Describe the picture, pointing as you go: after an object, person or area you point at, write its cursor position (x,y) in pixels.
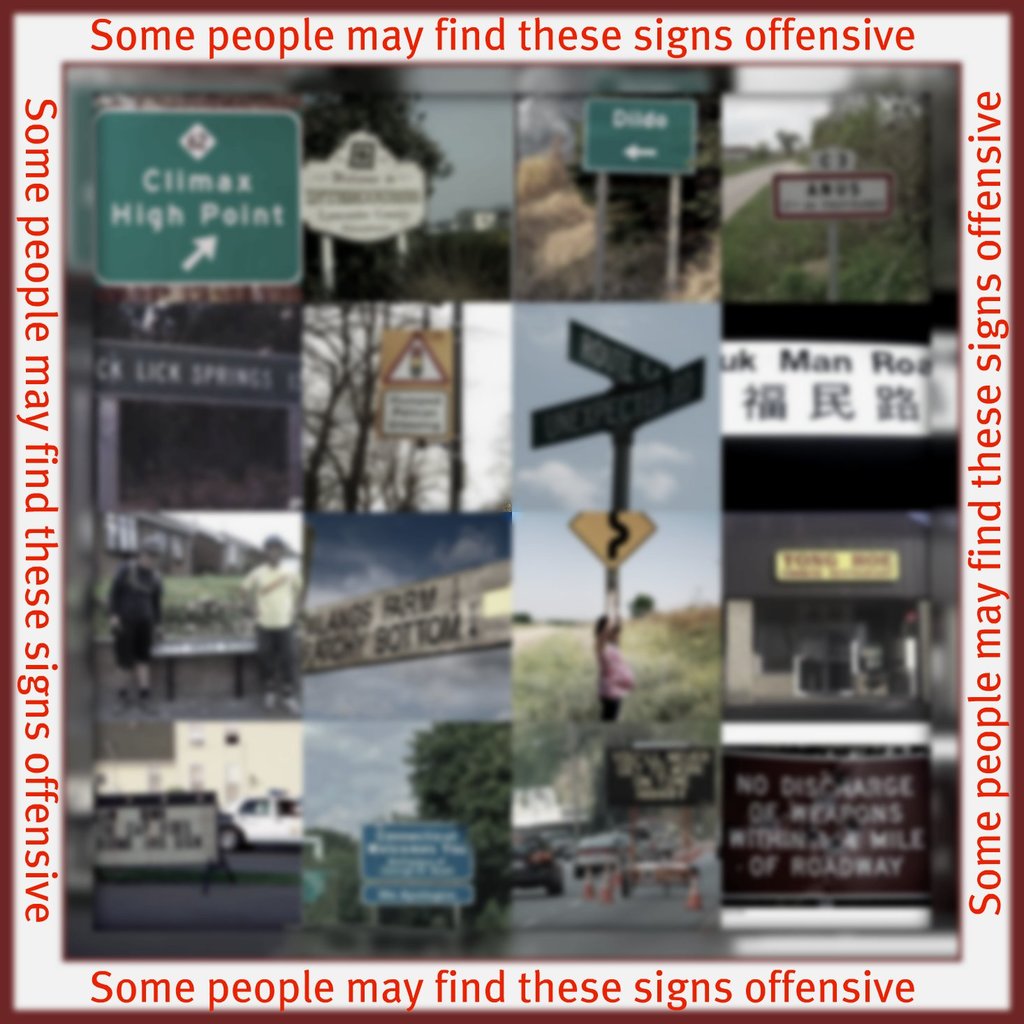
In this image I can see the collage picture of few sign boards (238,208) which are green, white, yellow and blue in color. I can see some grass (638,671), the sky (681,565), the road (741,183) and few trees (917,166) in these images.
